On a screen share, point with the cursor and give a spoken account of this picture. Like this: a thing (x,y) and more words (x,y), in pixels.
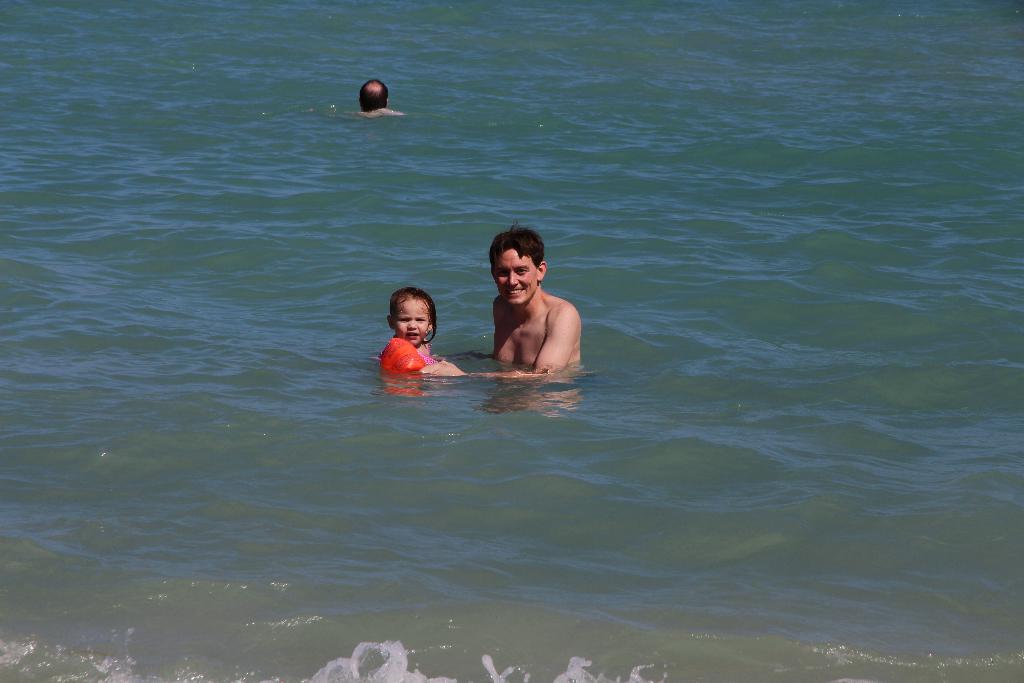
In this image I can see the water (731,457) and a child (436,370) wearing orange colored armband (413,356) and two other persons (509,268) in the water (481,330).
